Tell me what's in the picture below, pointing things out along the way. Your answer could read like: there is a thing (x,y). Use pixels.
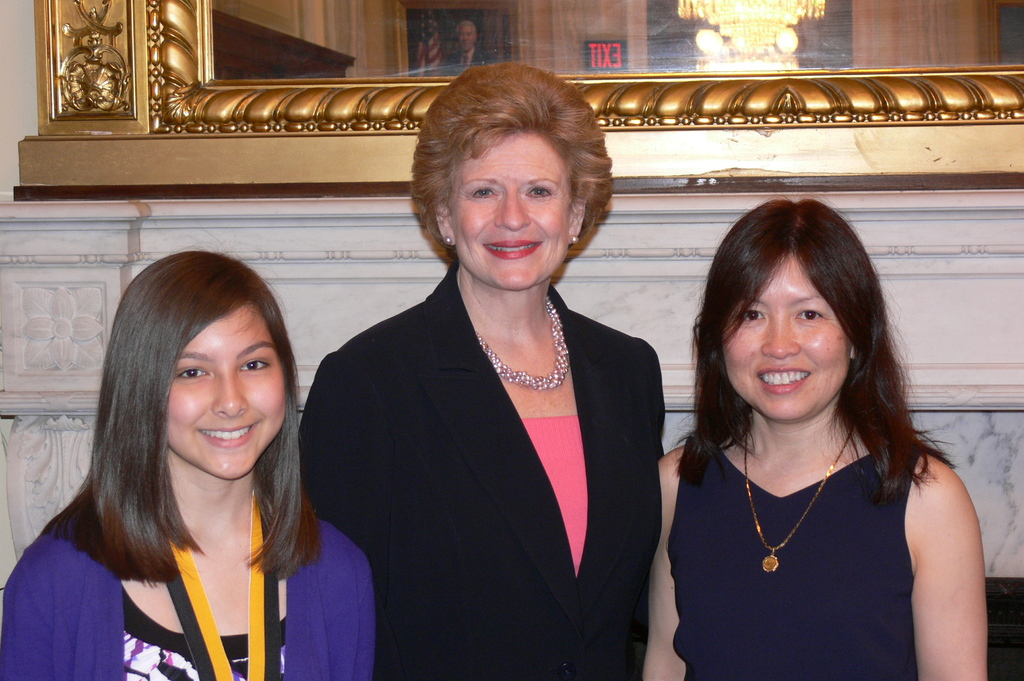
At the bottom of the picture (523,558), there are three women (476,399) standing and all of them are smiling. The woman (150,336) on the left side (82,509), is wearing a medal (275,592). Behind them, we see a white color wall (722,222) and a photo frame (543,54) is placed on that wall (13,456).
